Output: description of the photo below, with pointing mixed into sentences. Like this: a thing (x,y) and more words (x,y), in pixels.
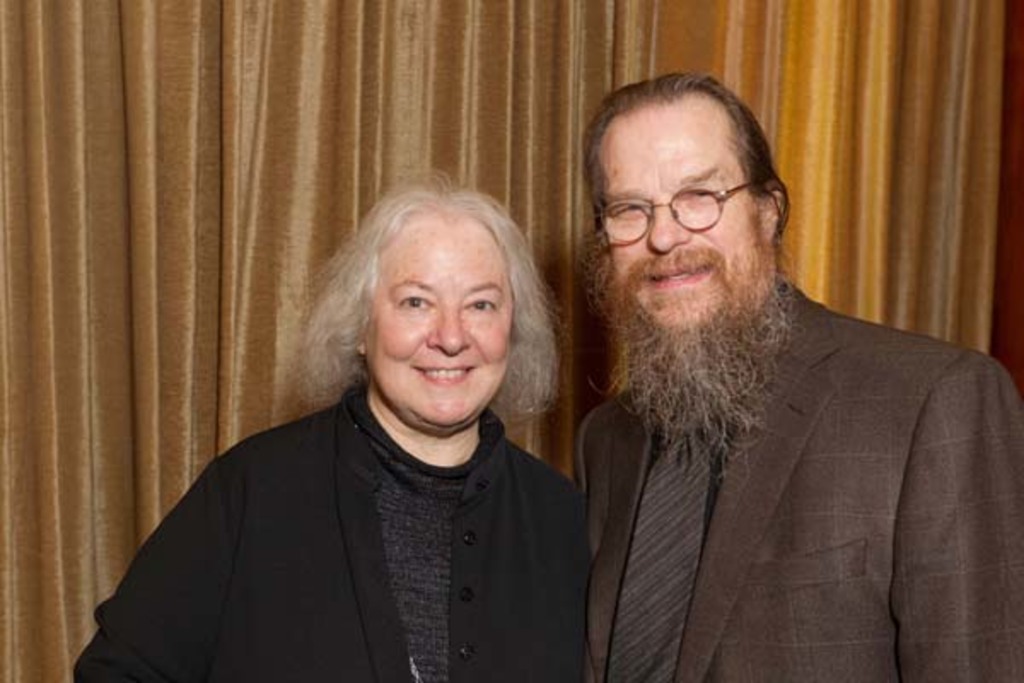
In the picture we can see a man (798,494) and a woman (249,610) standing together and smiling and a man (851,492) is wearing a blazer (831,496) with tie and a woman (238,617) is wearing a black suit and in the background (37,117) we can see curtain (963,165) which is brown in color with lines (906,227).
